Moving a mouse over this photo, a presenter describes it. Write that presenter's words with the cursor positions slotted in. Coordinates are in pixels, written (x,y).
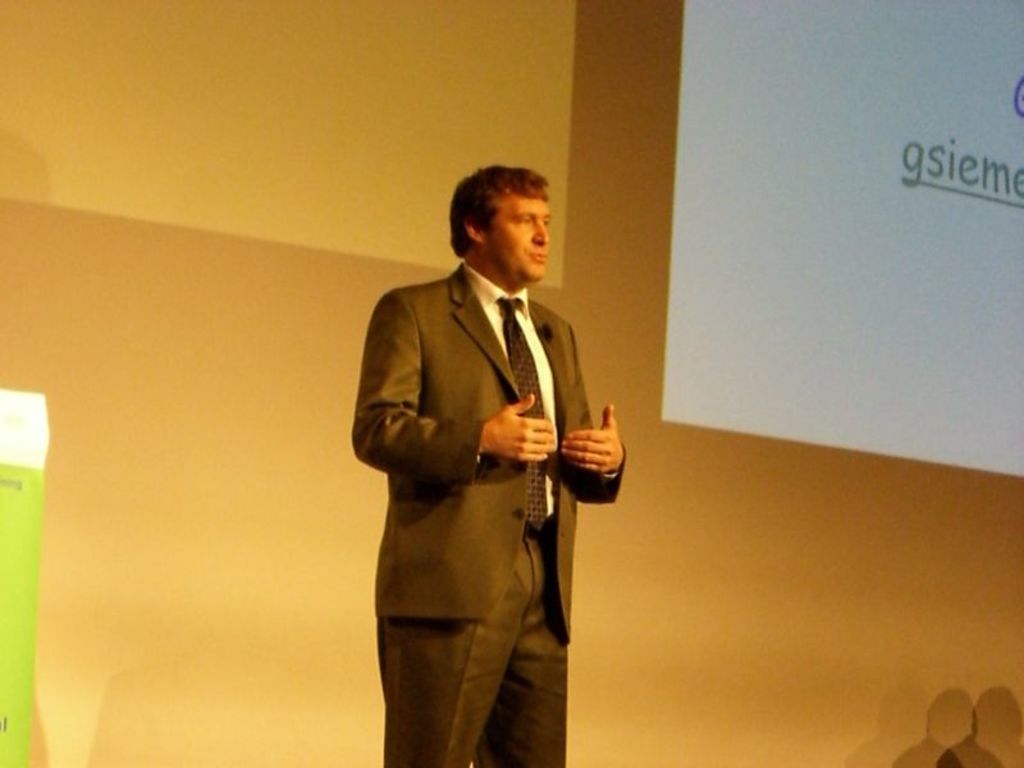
In the image we can see a man (446,544) standing and wearing clothes (462,537). Here we can see projected screen (855,205) and the wall (189,361).
